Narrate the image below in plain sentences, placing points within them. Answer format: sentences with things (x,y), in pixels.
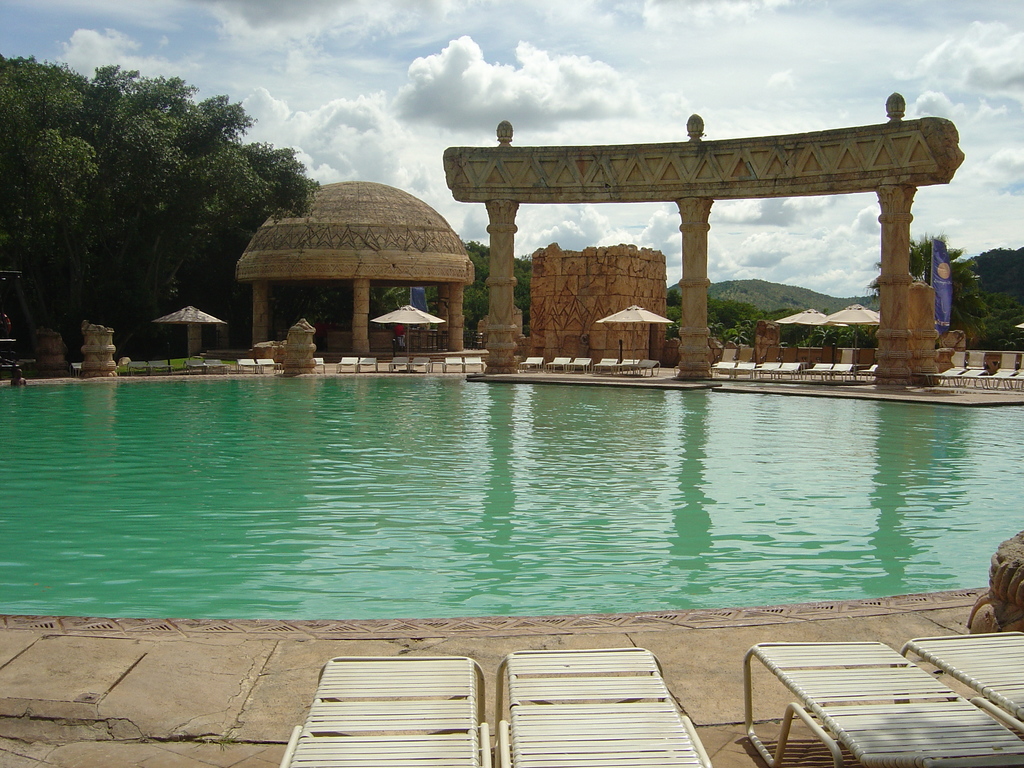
In the picture we can see a pool (675,573) with water (782,573), which is light green in color and around the pool (821,573) we can see some benches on the path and some umbrellas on it with poles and behind it, we can see some pillar constructions (693,225) and some trees (142,195) and in the background (367,98) we can see a sky (427,63) with clouds (737,200).
